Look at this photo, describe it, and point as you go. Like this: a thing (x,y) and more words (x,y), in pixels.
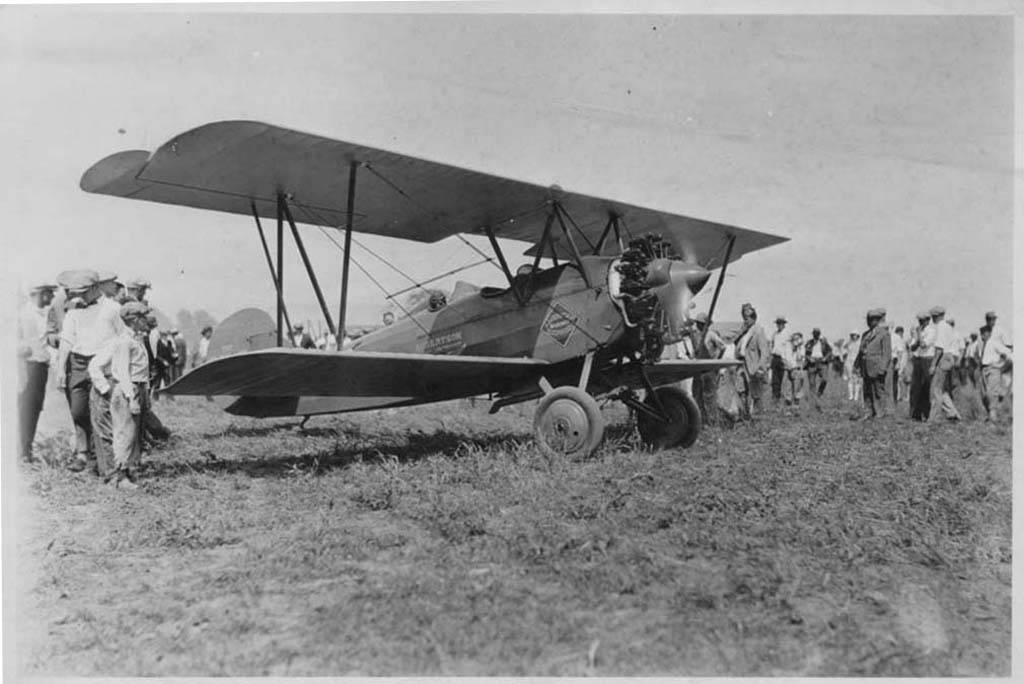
This picture shows a aircraft (456,207) and we see few people (176,368) standing. They wore caps (107,274) on their heads (75,302) and we see grass (386,505) on the ground (409,497) and few people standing on the back (751,320).
